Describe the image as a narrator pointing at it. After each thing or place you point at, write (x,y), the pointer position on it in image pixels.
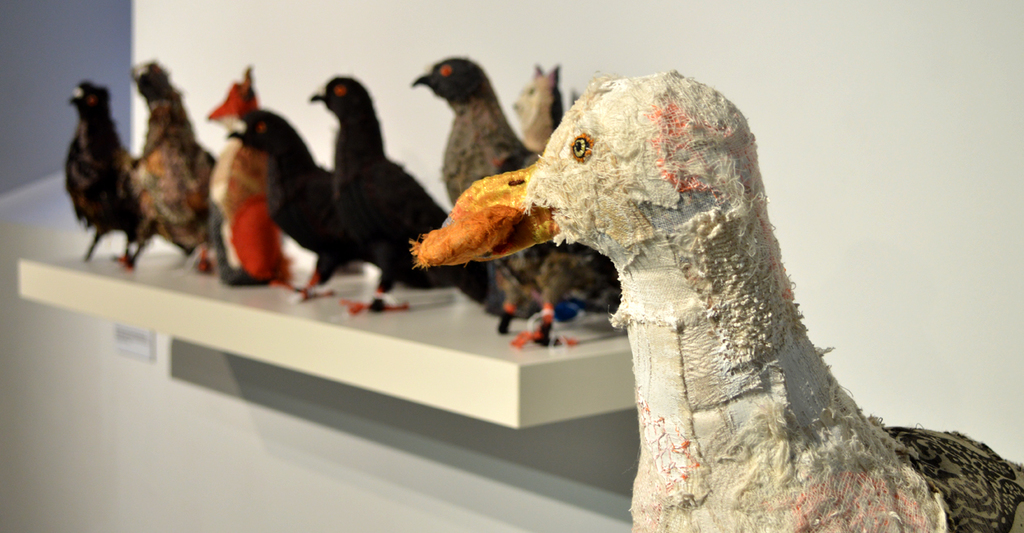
In this image we can see statues (338,228) of birds (647,409) and a wall (772,120) in the background (769,96).
